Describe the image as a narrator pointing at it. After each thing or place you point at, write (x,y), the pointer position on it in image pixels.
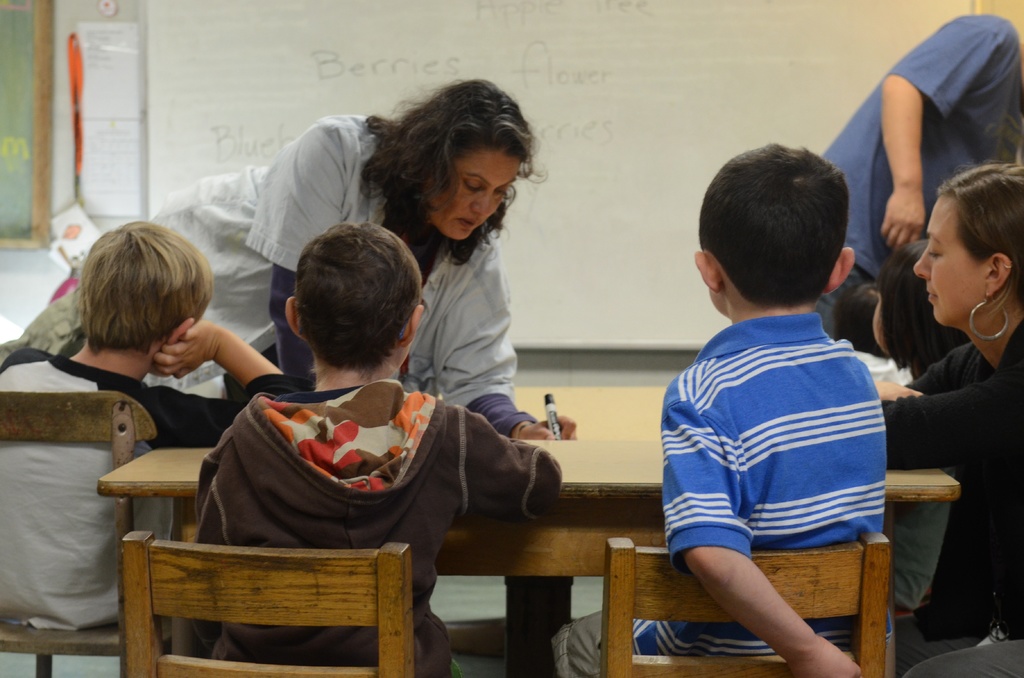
In this image I can see children (136,225) are sitting on chairs (844,613). I can also see few people (456,307) are standing. In the background (171,85) I can see a white board (417,56).
